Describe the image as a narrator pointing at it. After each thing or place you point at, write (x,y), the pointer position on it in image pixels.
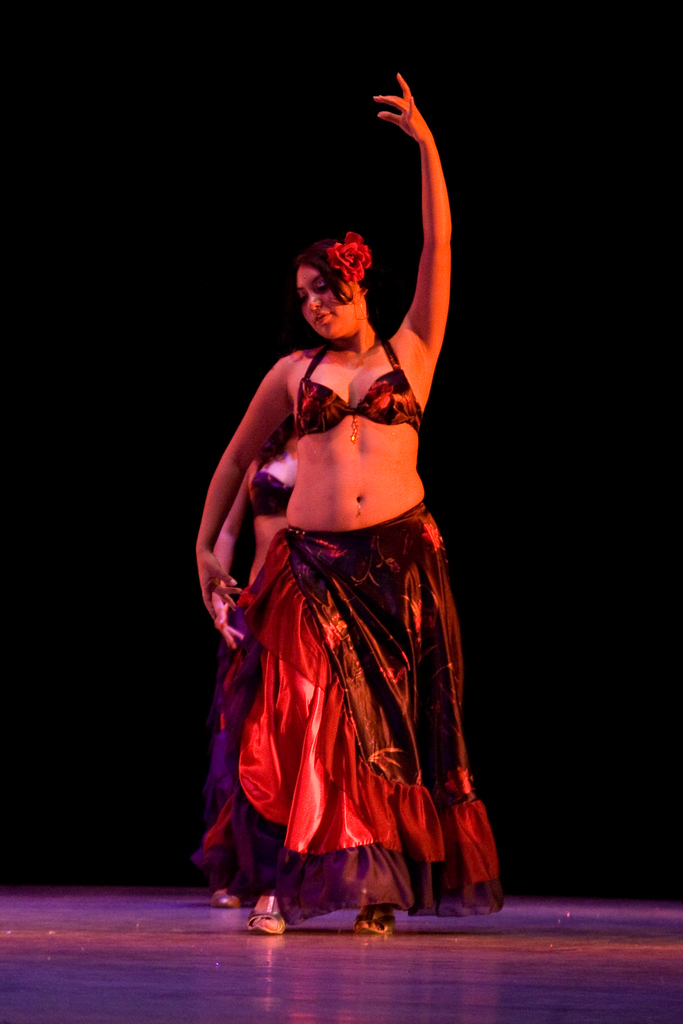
In this image we can see there are two girls (322,571) dancing on the floor (270,962). The background (193,148) is dark.
